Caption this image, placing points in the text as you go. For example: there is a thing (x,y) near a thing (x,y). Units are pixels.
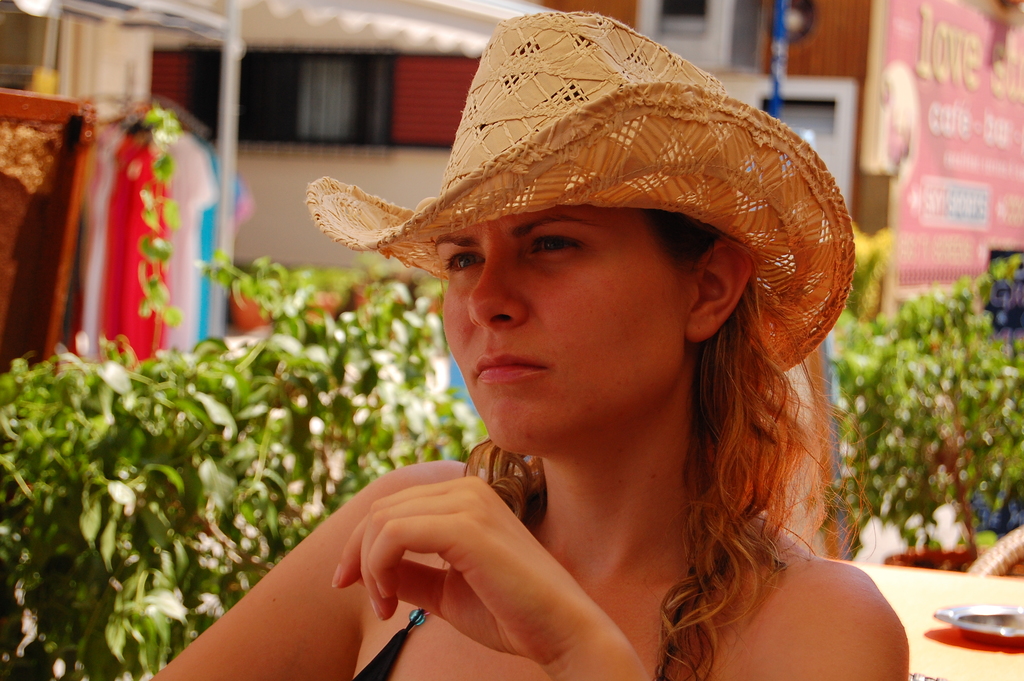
In this image in the foreground (752,507) there is one woman (546,292) who is wearing a hat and in the background (909,124) there are some buildings (300,128), clothes (134,227), plants (848,329), poles (781,59) and some other objects (917,187).
